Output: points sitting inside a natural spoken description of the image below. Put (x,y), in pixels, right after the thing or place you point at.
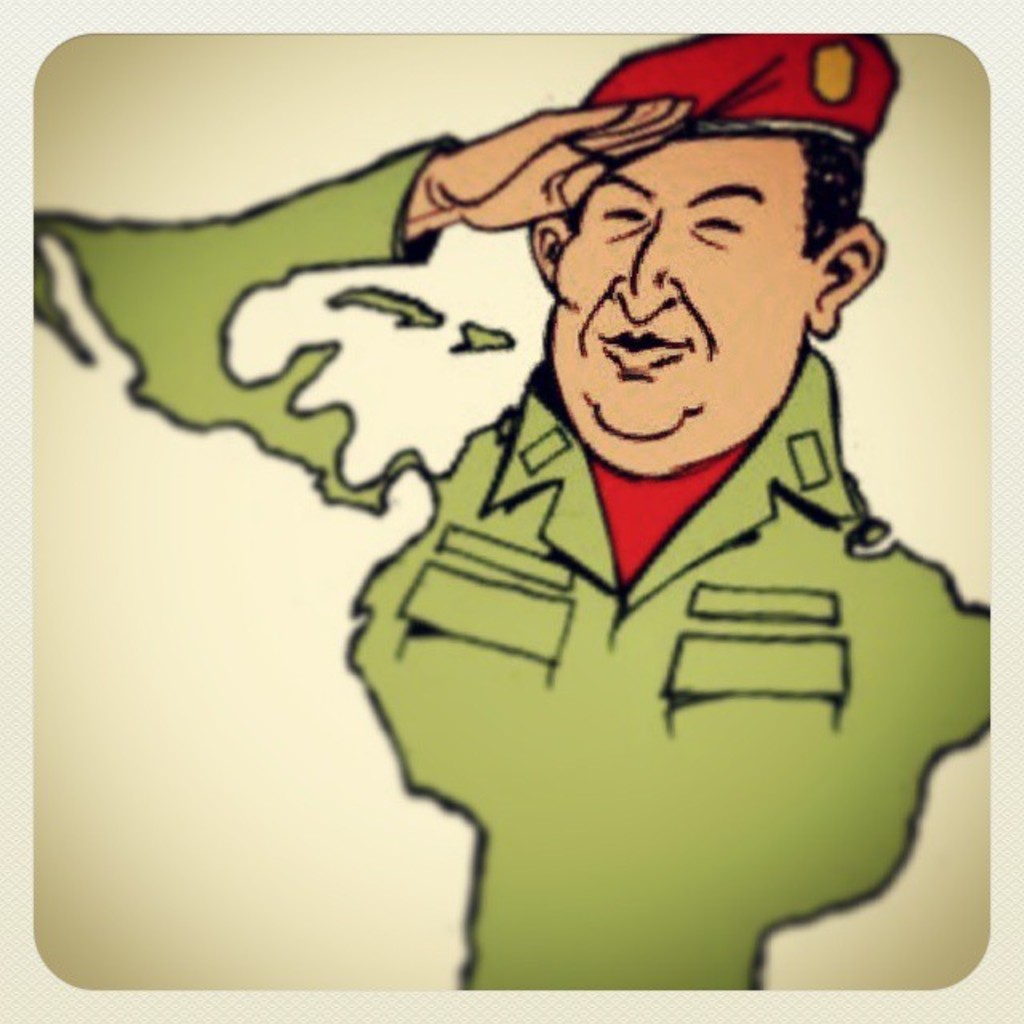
In this picture we can see a cartoon image of a person (600,695), he is wearing a cap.
